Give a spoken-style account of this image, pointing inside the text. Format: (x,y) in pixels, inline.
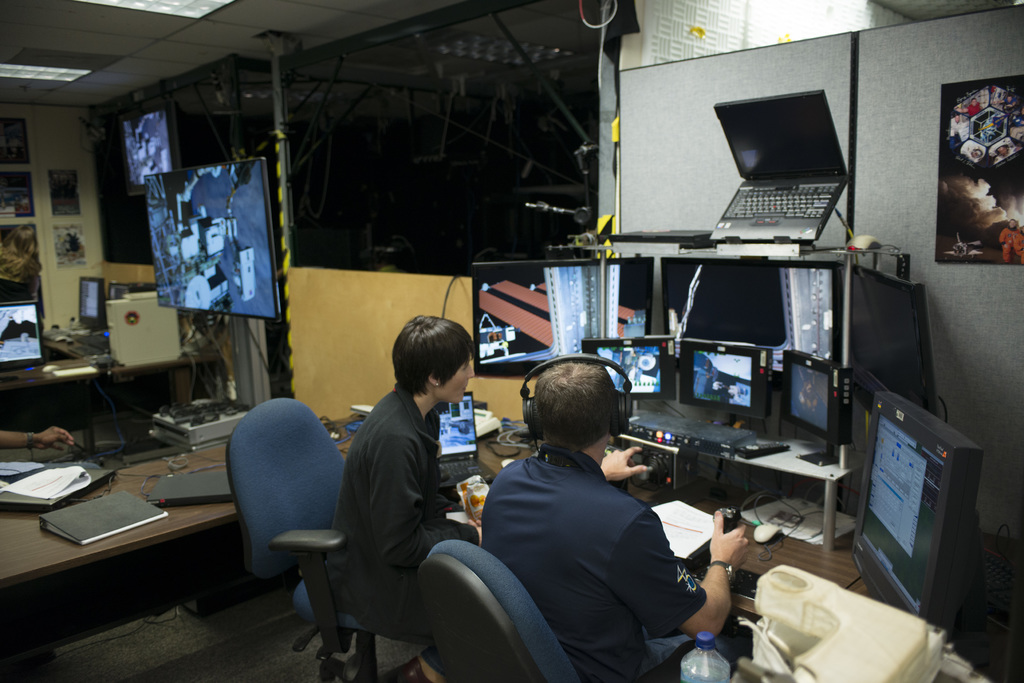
In this picture there are two people (542,447) sitting on the chair (469,575) and looking at the monitors (520,314). In the front side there are some laptops (757,176) and gray color partition board (692,152). On the left side (154,154) you can see the LCD screen (133,187) and some laptops (90,485). In the bottom side (154,470) there is a table (157,525). In the background (61,195) there is a white color wall (68,306) and some photo frames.
